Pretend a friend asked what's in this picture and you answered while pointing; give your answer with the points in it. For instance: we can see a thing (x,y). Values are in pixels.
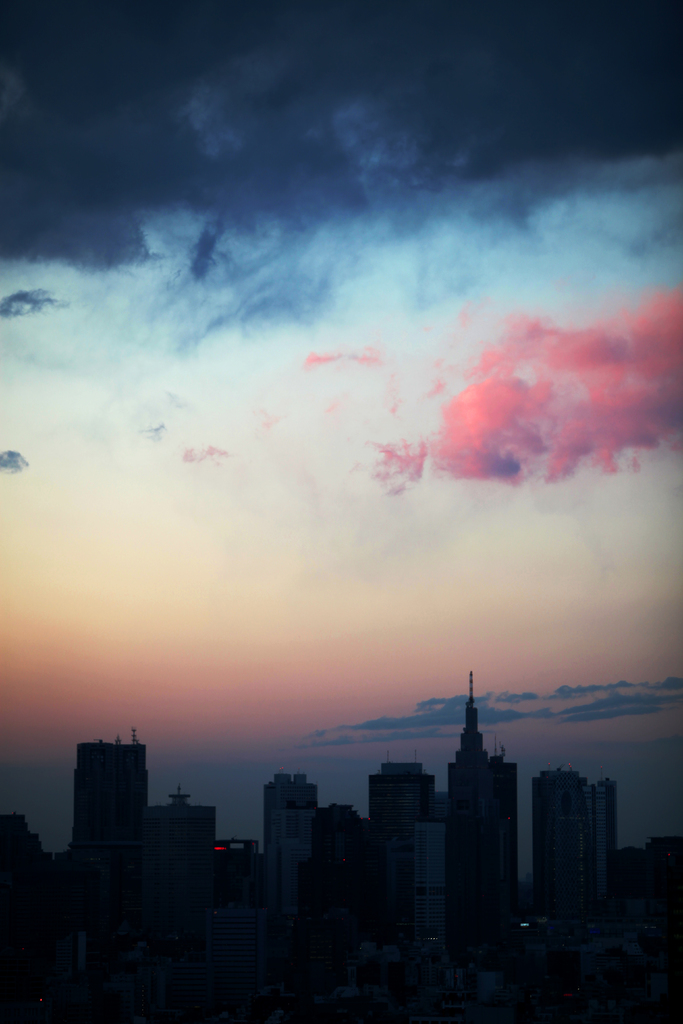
At the bottom of the image (340,806) we can see buildings (474,896). In the background (282,406) there is sky (371,414) with clouds (616,372).
